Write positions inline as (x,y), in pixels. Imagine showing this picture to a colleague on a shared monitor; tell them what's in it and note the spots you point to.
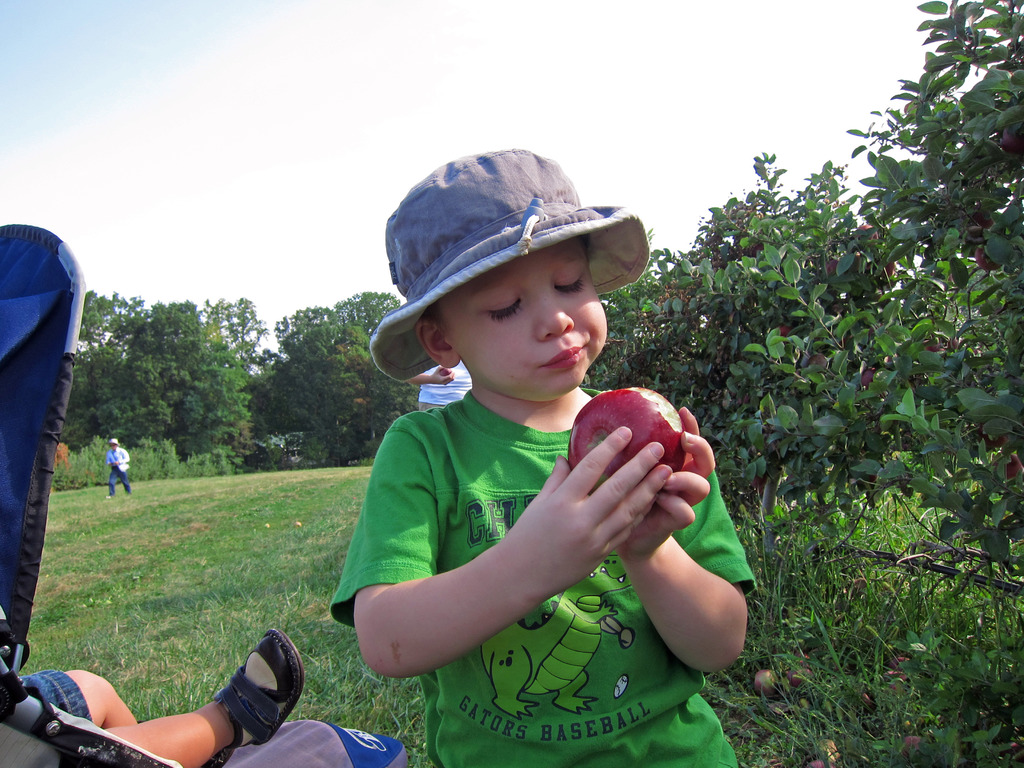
In this image in the front (457,536) there is a boy (597,575) holding a fruit (579,446) in his hand (587,485). In the background (225,492) there are trees (347,428), there's grass (286,498) on the ground (241,494) and there is a person (125,461) walking. On the right side (901,381) there are plants (896,399). On the left side (19,528) there is a person (124,726) sitting on chair (15,513).
